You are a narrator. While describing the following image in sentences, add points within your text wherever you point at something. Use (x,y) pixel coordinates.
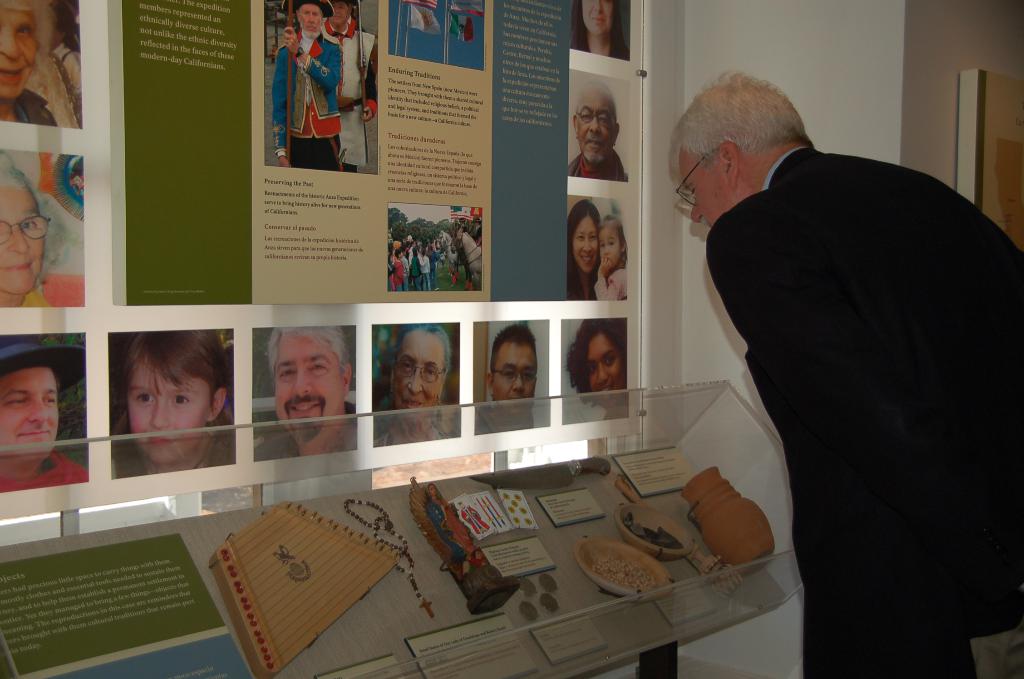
On the right side of the image (878,282), we can see an old person (804,261) is standing. Here we can see a glass box (646,607). In this glass box (426,575), there are few objects (651,536) are placed. Background (473,193) there is a poster (98,348). On this poster (310,465), we can see photographs (460,269) and some information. On the right side (863,91) background (834,90), there is a wall (867,120) and object (970,153).
